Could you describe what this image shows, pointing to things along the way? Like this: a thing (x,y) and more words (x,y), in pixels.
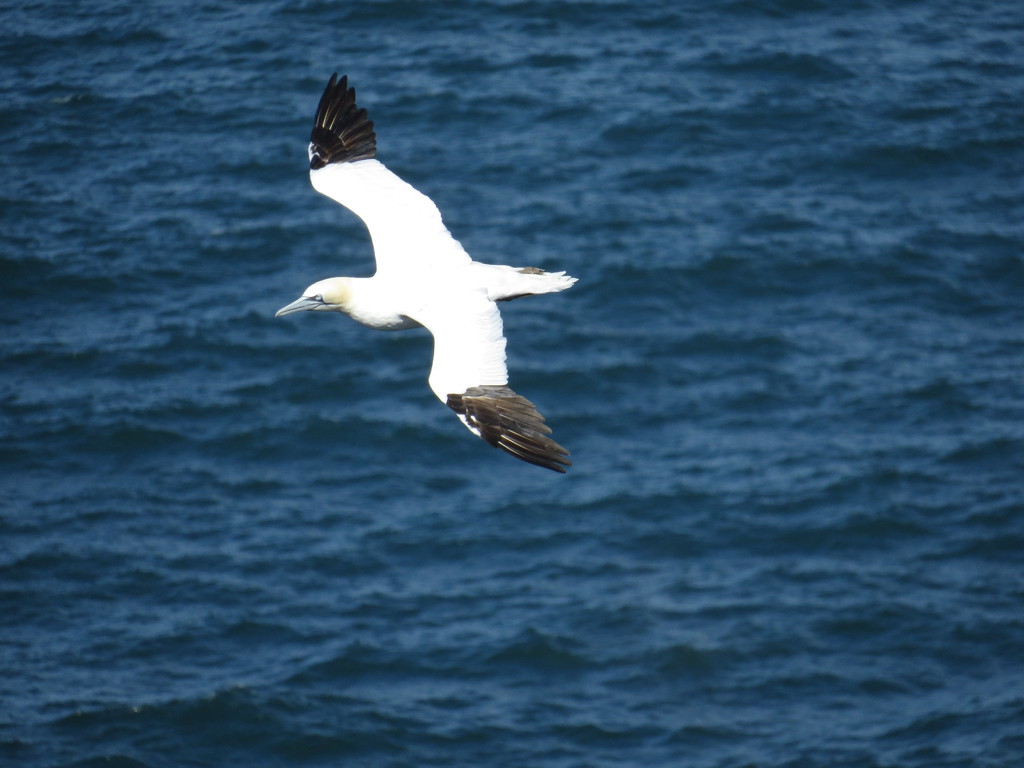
In this image we can see a bird (415,310) in the air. There is a sea (511,526) in the image.
